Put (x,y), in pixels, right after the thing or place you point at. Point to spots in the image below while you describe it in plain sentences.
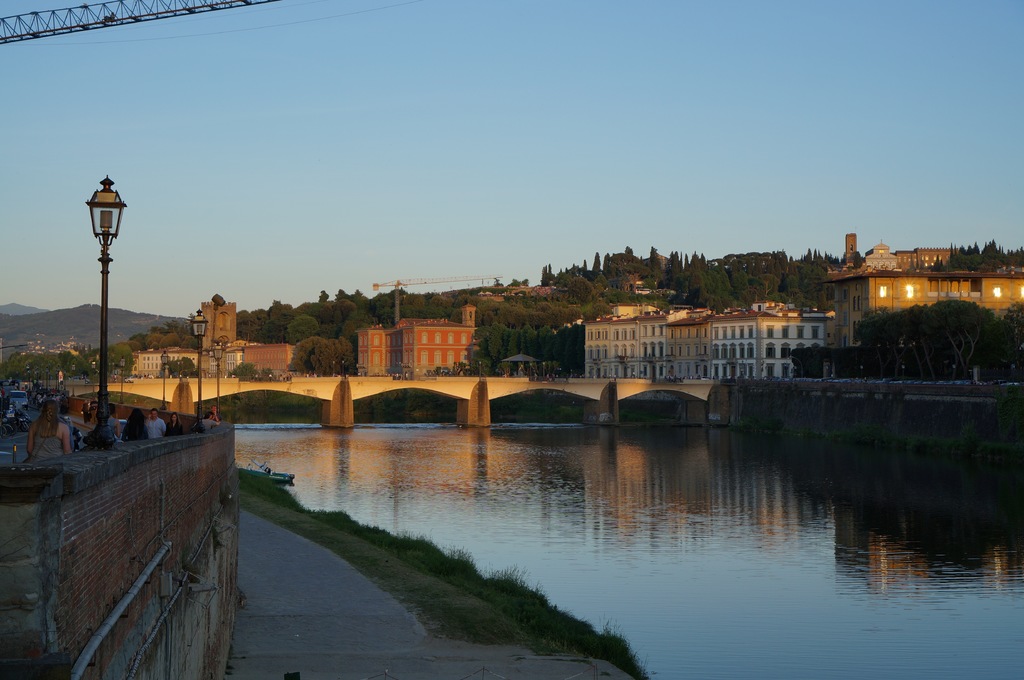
In the bottom right corner of the image (947,477) there is water (900,668) and grass (258,495). In the bottom left corner of the image (4,519) there is a wall (39,477) and few people (213,408) are standing. Behind them there are some poles (105,257) and vehicles (11,387). In the middle of the image (482,401) there is a bridge (699,379). Behind the bridge (686,382) there are some buildings (463,347) and trees (1011,356). At the top of the image (217,38) there is sky (431,218).
